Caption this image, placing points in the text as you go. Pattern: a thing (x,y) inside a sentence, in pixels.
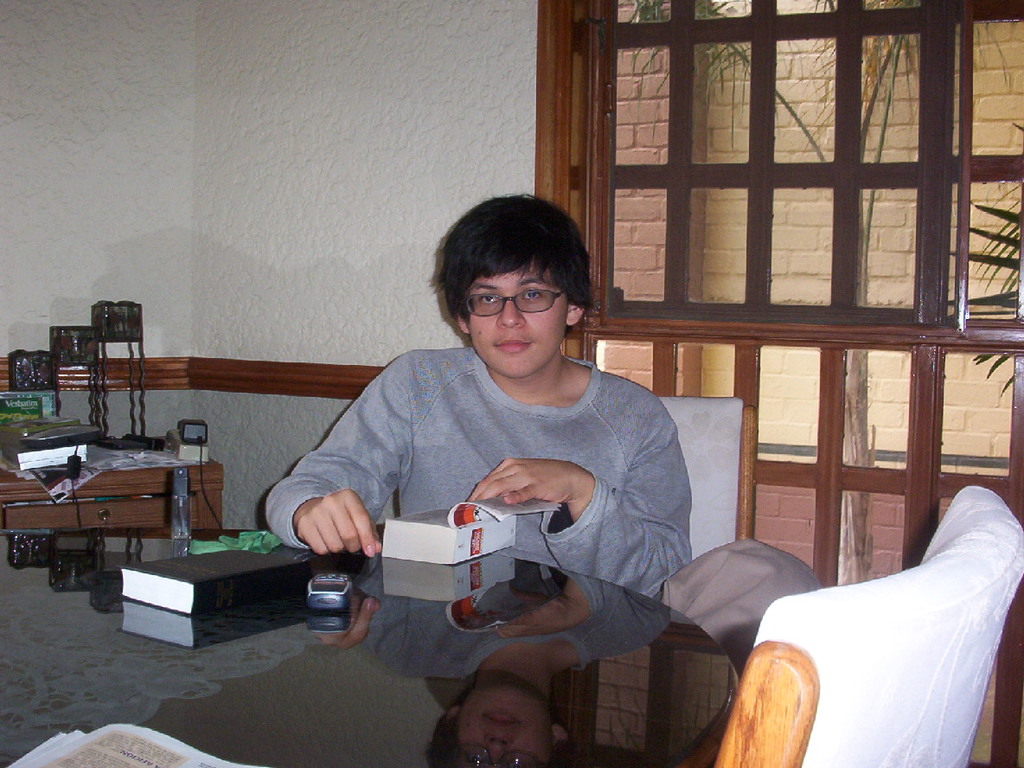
In the image there is a boy (480,449) in grey t-shirt (645,502) sitting in front of table (341,646) with phone (334,586), books (195,570) and some accessories (237,538) on it and behind him there is window (769,149) on the wall (507,153).
